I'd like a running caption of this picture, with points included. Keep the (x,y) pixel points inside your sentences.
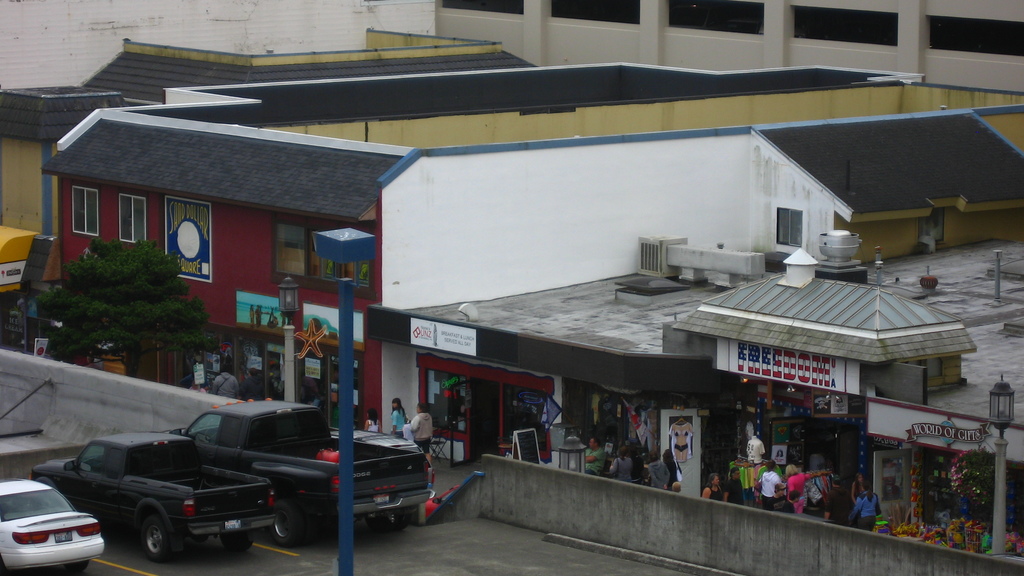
In this picture we can see three vehicles (171,494) on the road (332,553), tree (146,351), name boards (745,359), posters (217,366), toys (941,529), flags (638,427), buildings (542,405) with windows (78,213), walls (71,375) and a group of people (774,472) where some are standing and some are sitting.
